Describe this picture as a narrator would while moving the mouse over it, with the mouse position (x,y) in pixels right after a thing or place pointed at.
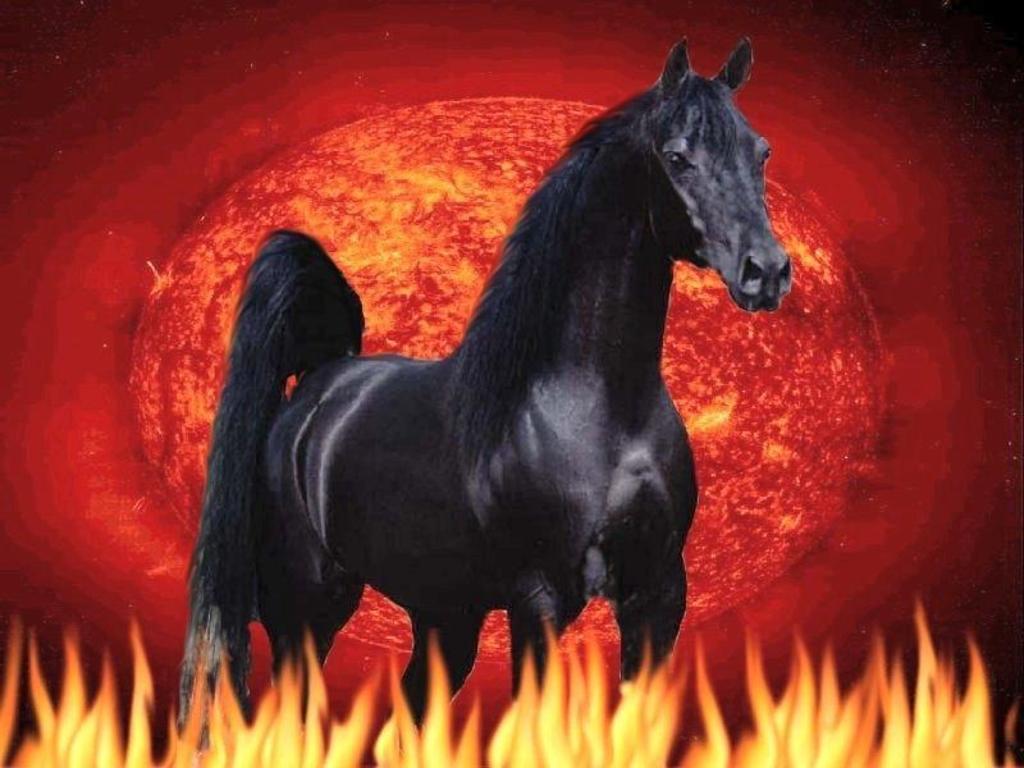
This is an animated image, where there is a black color horse (541,636), fire (933,722), and there is red color background (931,550).
